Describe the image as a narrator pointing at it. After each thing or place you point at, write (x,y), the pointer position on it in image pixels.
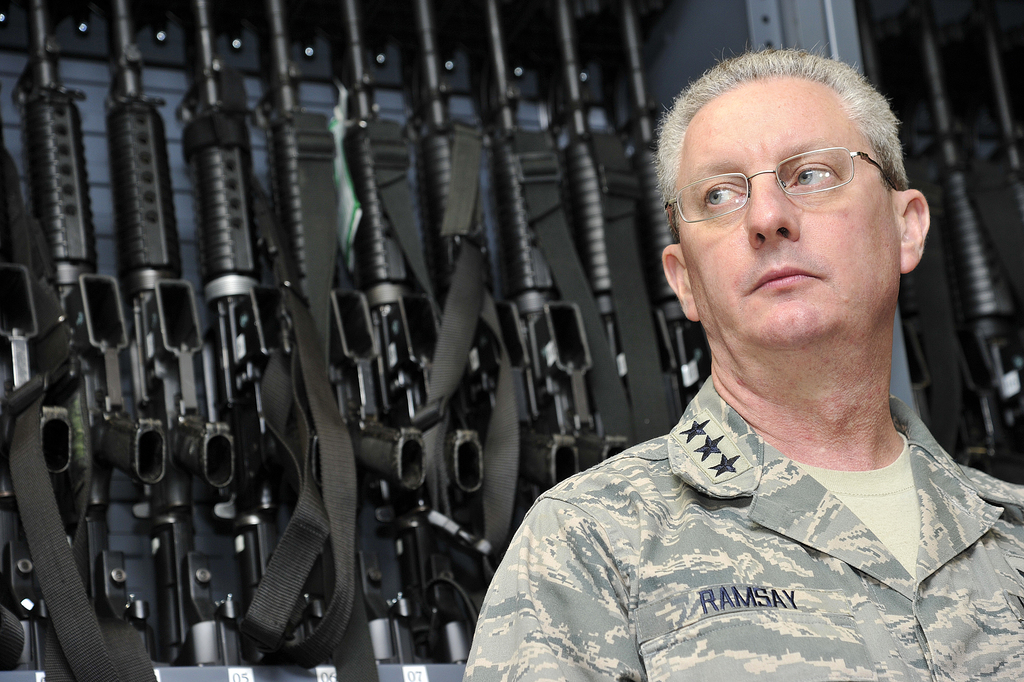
In this image I can see a person (956,505) wearing military dress (638,649), background (128,422) I can see few guns (41,173) in black color.
